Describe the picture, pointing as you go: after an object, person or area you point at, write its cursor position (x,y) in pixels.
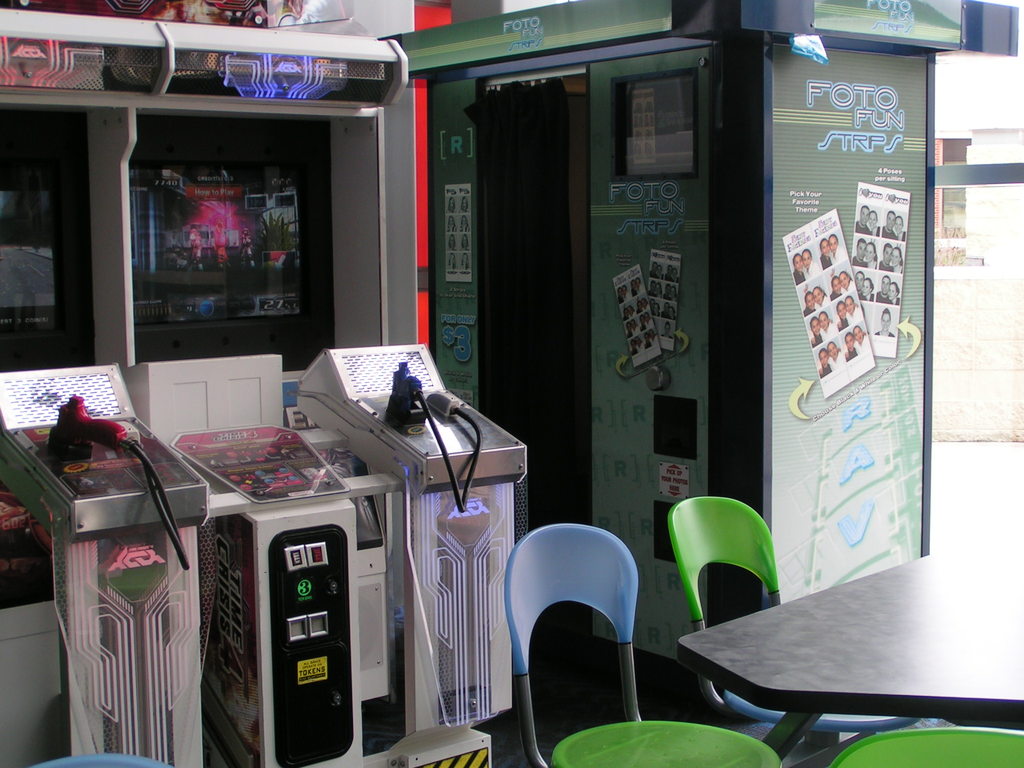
In this image on the right side (983,641) we can see chairs (672,743) and table (924,714). In the background (295,401) we can see electronic devices (165,285), big posters (652,325) on the platforms (754,268) and other objects (518,190).
